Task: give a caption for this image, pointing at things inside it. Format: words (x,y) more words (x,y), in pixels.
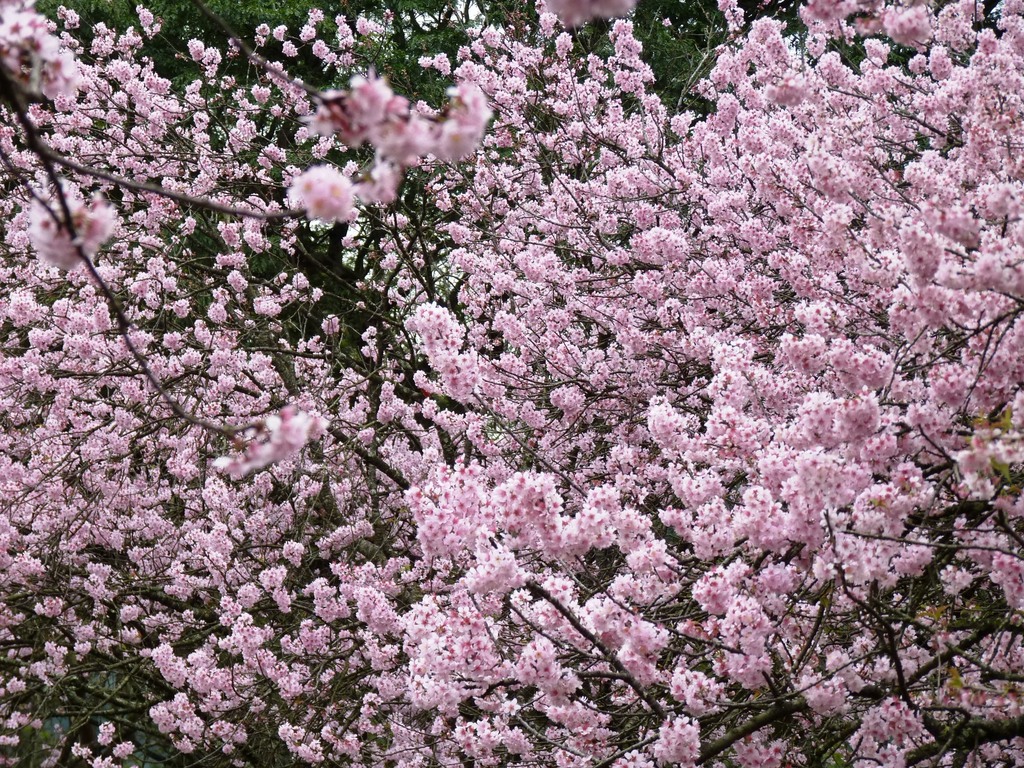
In this image, we can see blossom of flowers (532,485).
